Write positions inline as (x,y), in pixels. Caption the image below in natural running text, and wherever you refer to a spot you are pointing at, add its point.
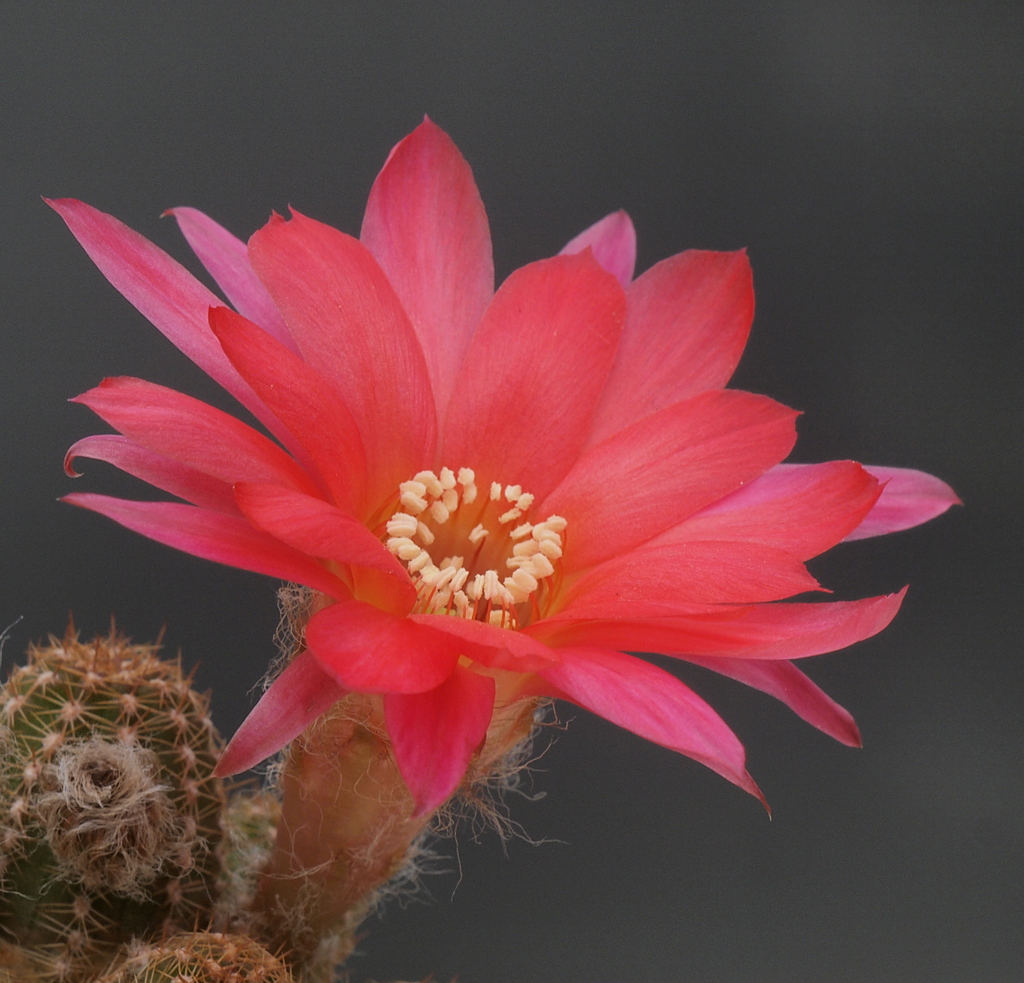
In this image I can see the flower (484,512) in pink and cream color and I can also see the plant (107,715) in green color and the background (954,543) is in gray color.
